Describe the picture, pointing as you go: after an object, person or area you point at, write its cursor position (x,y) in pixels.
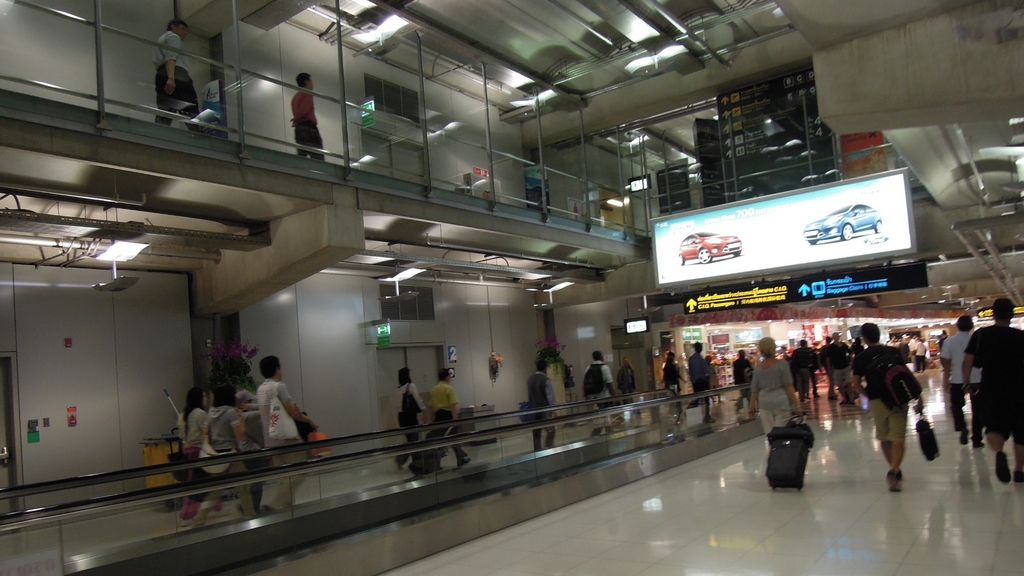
In this image this look like an underground (283,314) and people (1012,328) are walking on the ground (802,515) on the right side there is the screen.
